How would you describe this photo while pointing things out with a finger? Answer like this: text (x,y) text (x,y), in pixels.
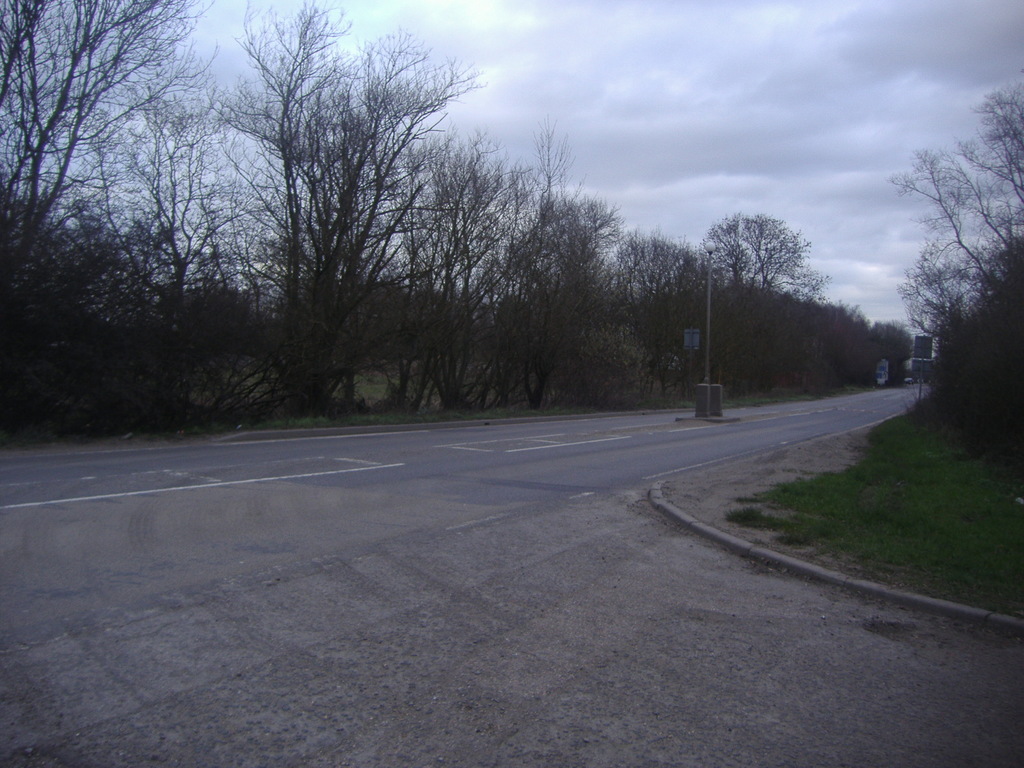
In this image we can see a road (479,511). On the both sides of the road (628,440), we can see grassy land (385,389) and trees (587,351). There is a pole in the middle of the image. At the top of the image (695,53), we can see the sky (636,89) with clouds (606,107).
